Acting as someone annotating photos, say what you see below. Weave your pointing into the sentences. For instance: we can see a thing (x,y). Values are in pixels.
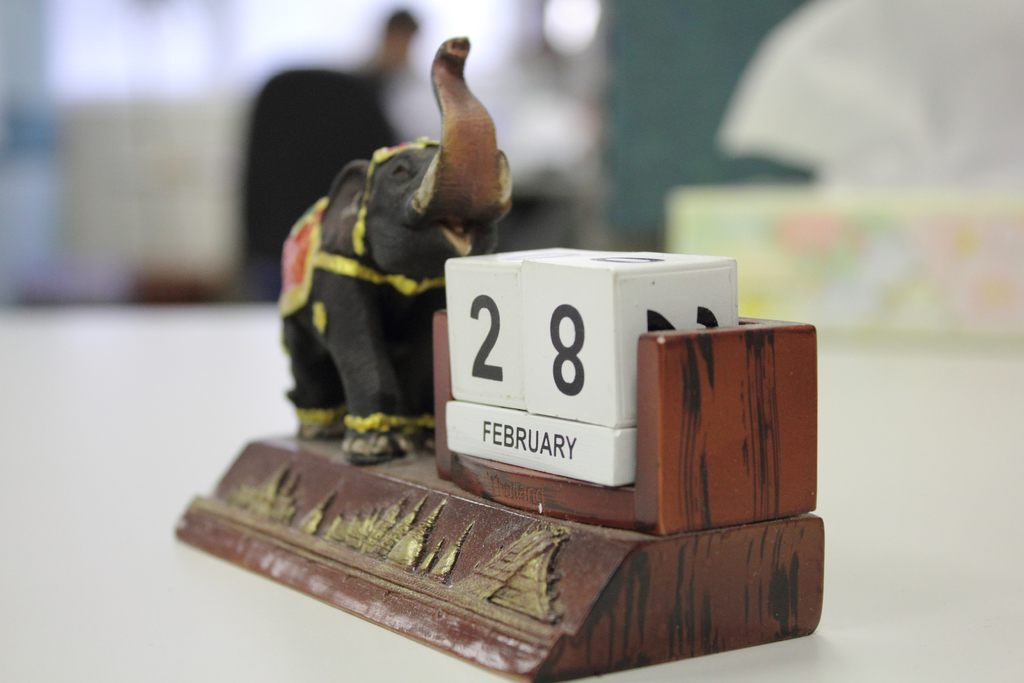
In the picture I can see an elephant toy (411,342) and some other objects (483,382) on a white color surface (222,573). The background of the image (746,221) is blurred.
